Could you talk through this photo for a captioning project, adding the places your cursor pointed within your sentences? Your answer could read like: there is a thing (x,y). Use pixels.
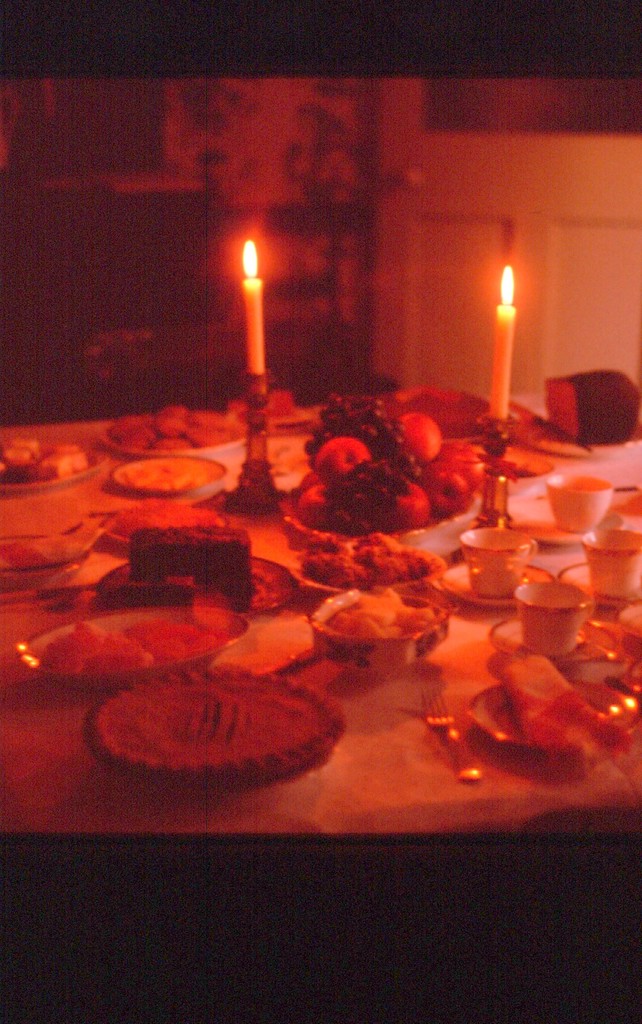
In this image we can see a table (459,715) on which there are serving plates (149,618) and serving bowls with food (172,636) in them, crockery (549,541), cutlery (467,773), paper napkins (570,709), a bowl (352,469) filled with fruits (383,499), candles (253,340), candle holders (258,390) and bread (565,383). In the background (417,187) we can see a door (421,160).
